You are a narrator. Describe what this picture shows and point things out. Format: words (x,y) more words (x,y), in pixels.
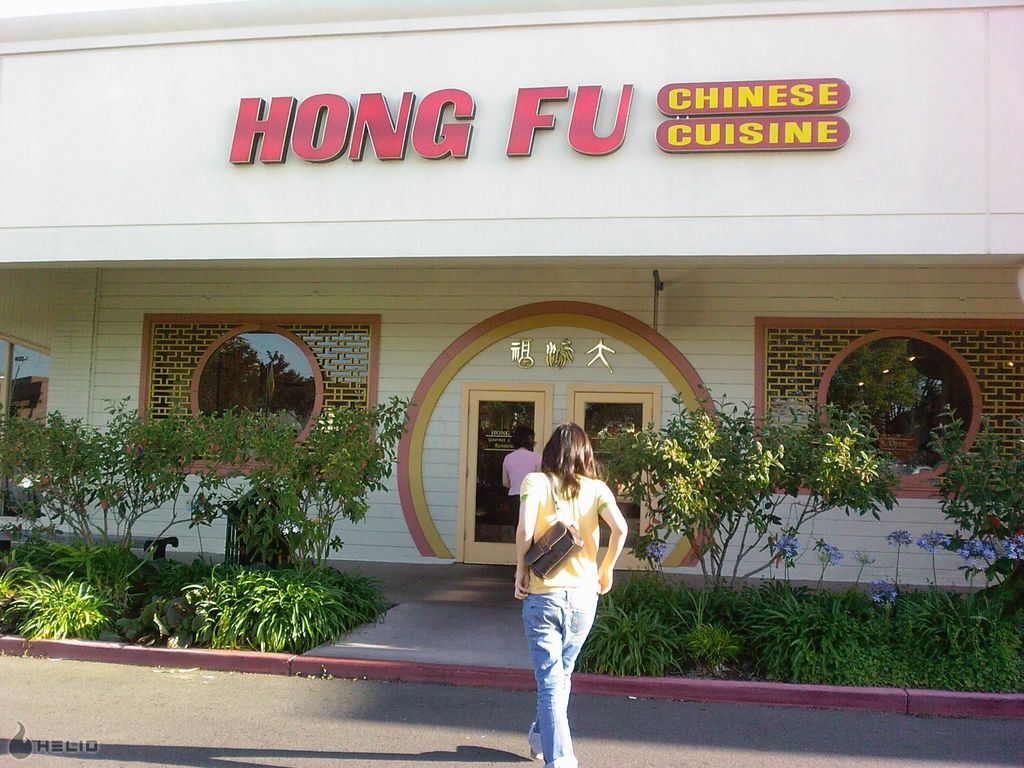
In the center of the image (571,483) a lady (599,508) is walking and carrying bag (570,554). In the background of the image (612,486) we can see building (549,429), doors (587,397), windows (905,369), wall (448,209), boards (786,90), plants (706,520), flowers (859,557). At the bottom of the image (438,724) there is a road (425,721).
